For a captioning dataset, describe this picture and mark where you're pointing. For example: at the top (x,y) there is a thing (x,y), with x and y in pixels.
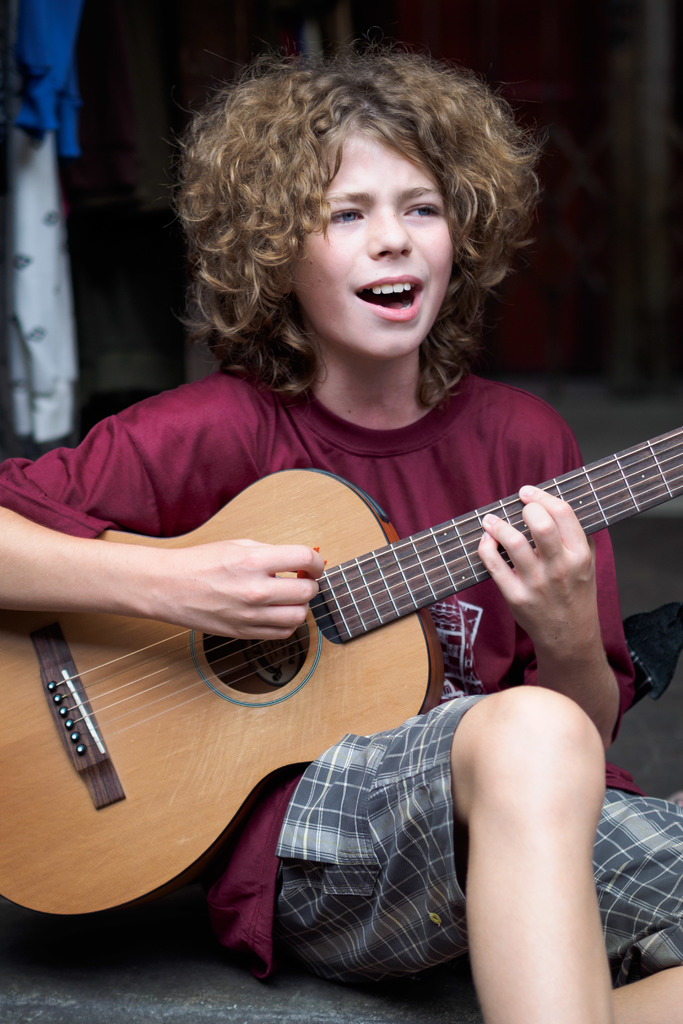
This is the picture of a boy (216,415) wearing red shirt (478,470) and with long curly hair (240,250) holding the guitar (321,498) and playing it.
